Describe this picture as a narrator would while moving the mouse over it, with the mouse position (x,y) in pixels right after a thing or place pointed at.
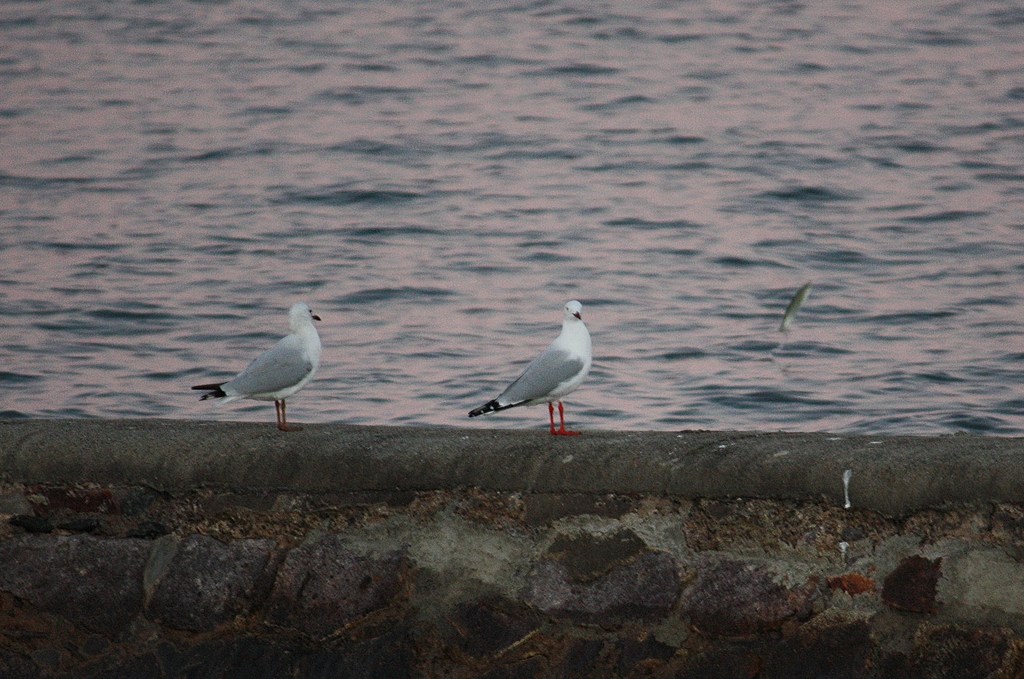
In this picture we can see two birds (579,333) standing on the wall (325,567) and in the background (407,209) we can see water (831,197).
